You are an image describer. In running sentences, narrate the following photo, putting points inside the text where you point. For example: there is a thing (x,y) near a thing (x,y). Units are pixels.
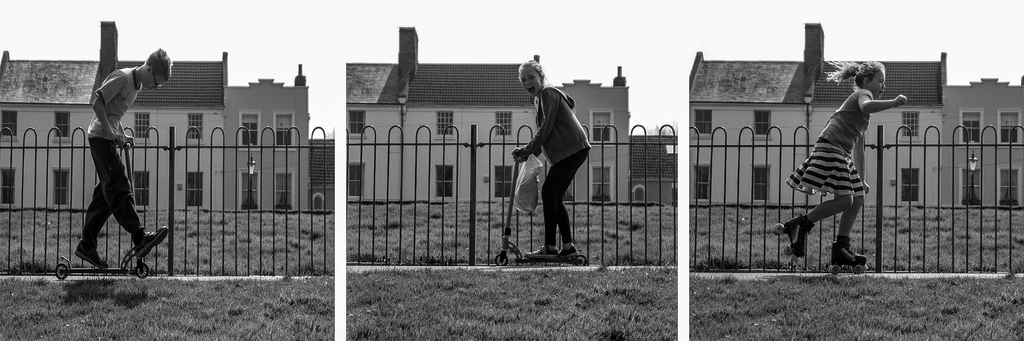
It is a collage picture. In the image we can see grass (372,273) and fencing (349,128). Behind the fencing (280,146) there are some poles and buildings (218,151) and few people (568,161) are doing skating. At the top of the image (898,41) there is sky (975,21).
